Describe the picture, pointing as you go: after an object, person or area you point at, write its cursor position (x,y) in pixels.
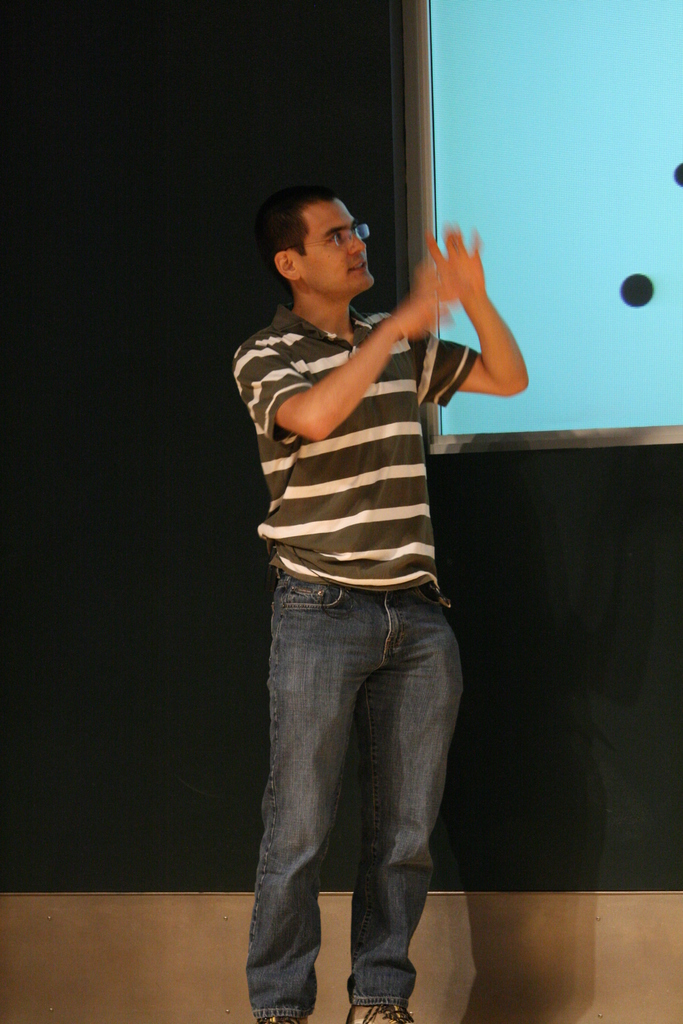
In this picture I can see a man (404,549) in the middle (408,579), he is wearing a t-shirt (323,559), on the right side (568,383) it looks like a projector screen (549,267).
